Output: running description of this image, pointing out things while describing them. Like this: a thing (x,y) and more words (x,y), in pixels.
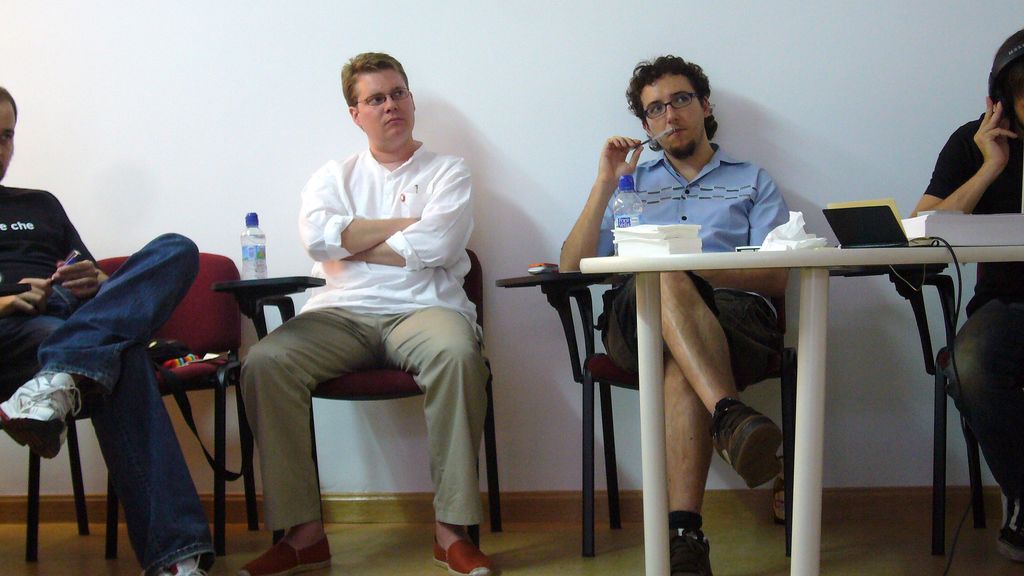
There are 4 men (354,336) sitting on the chair (789,422). In front of them there is a table (815,343) with tissues (670,234), water bottle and a book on it. Behind them there is a wall (236,87).
